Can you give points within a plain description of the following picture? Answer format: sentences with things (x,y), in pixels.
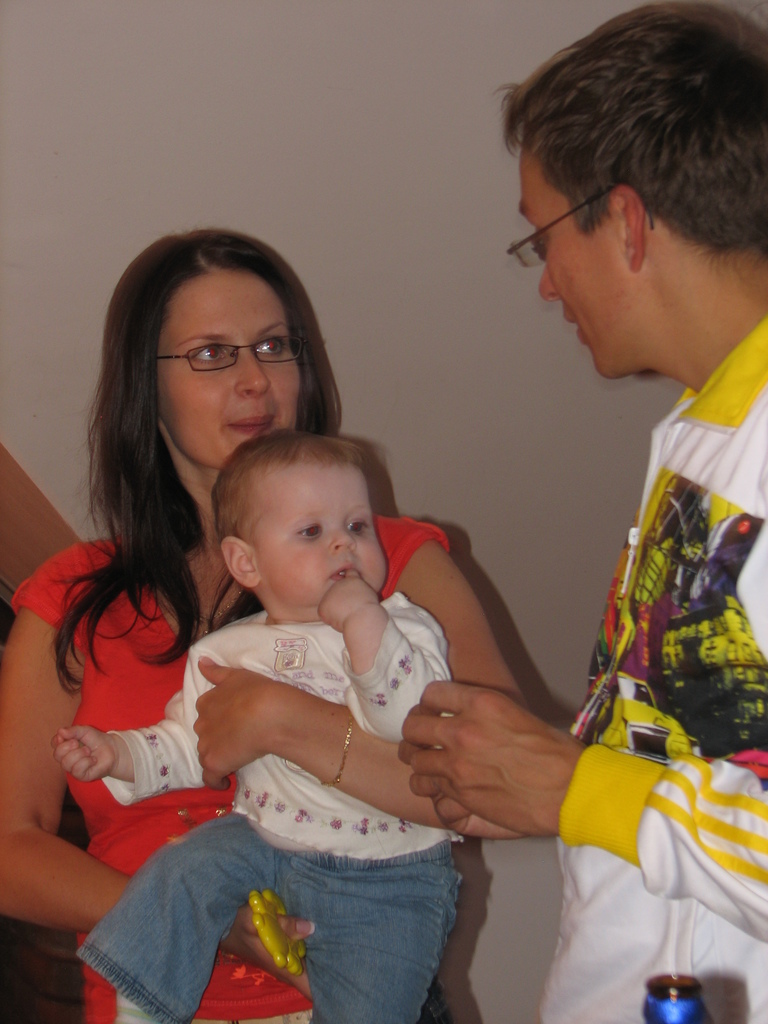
Here I can see a man (690,189) and a woman (149,646) are standing and looking at each other. The woman (194,535) is carrying a baby (276,681) in the hands (365,789). In the bottom right-hand corner (676,991) there is a bottle (680,995). At the back of this woman (0,768) there is wooden object (25,536). In the background (277,190) there is a wall (217,157).
